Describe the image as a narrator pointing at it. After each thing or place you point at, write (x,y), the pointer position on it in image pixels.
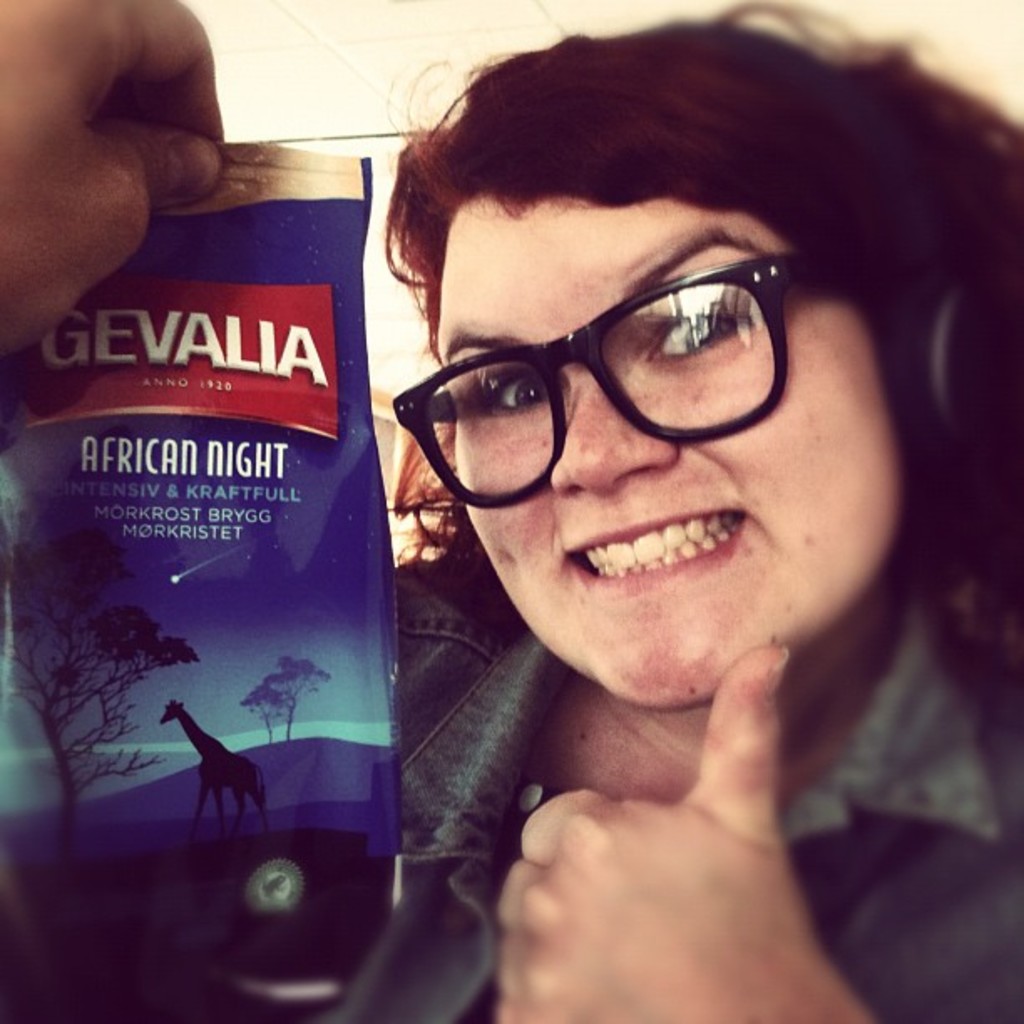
There is a woman (648,680) smiling and wore spectacle (517,419), in front of this woman (465,556) we can see a hand (58,254) holding a packet (205,301). In the background (348,17) it is cream color.
